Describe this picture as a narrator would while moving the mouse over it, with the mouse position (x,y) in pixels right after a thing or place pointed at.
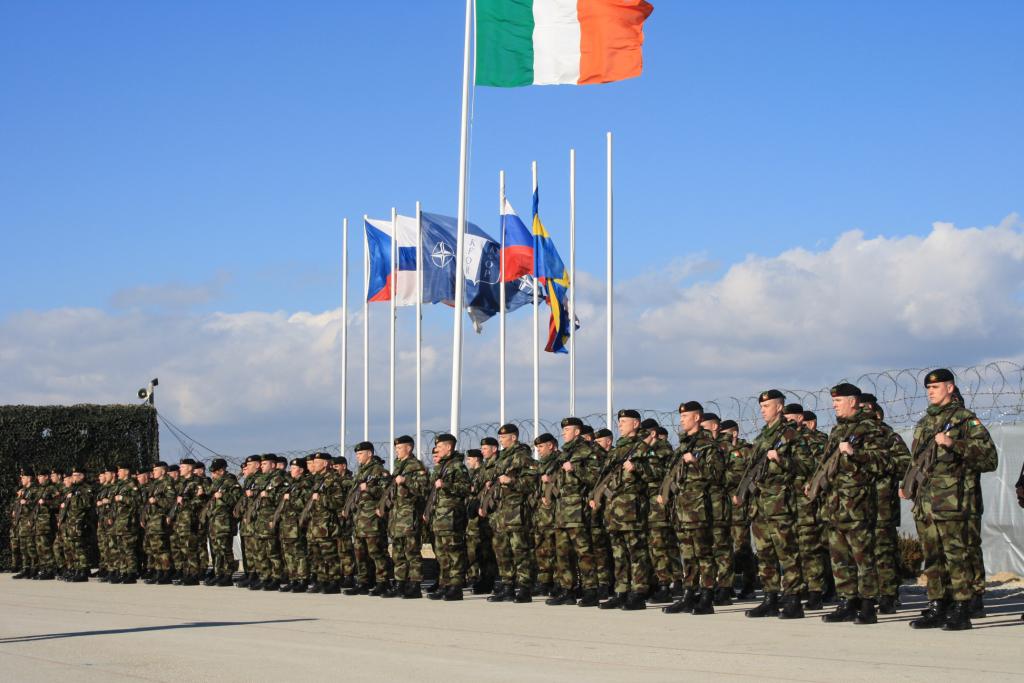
In this image, we can see people (786,513) wearing uniforms (789,525) and caps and are holding guns (675,484). In the background (434,292), there are flags (455,301) and poles (609,343) and we can see a fence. At the top (184,71), there are clouds (706,342) in the sky (632,308) and at the bottom (225,621), there is a road (113,606).
